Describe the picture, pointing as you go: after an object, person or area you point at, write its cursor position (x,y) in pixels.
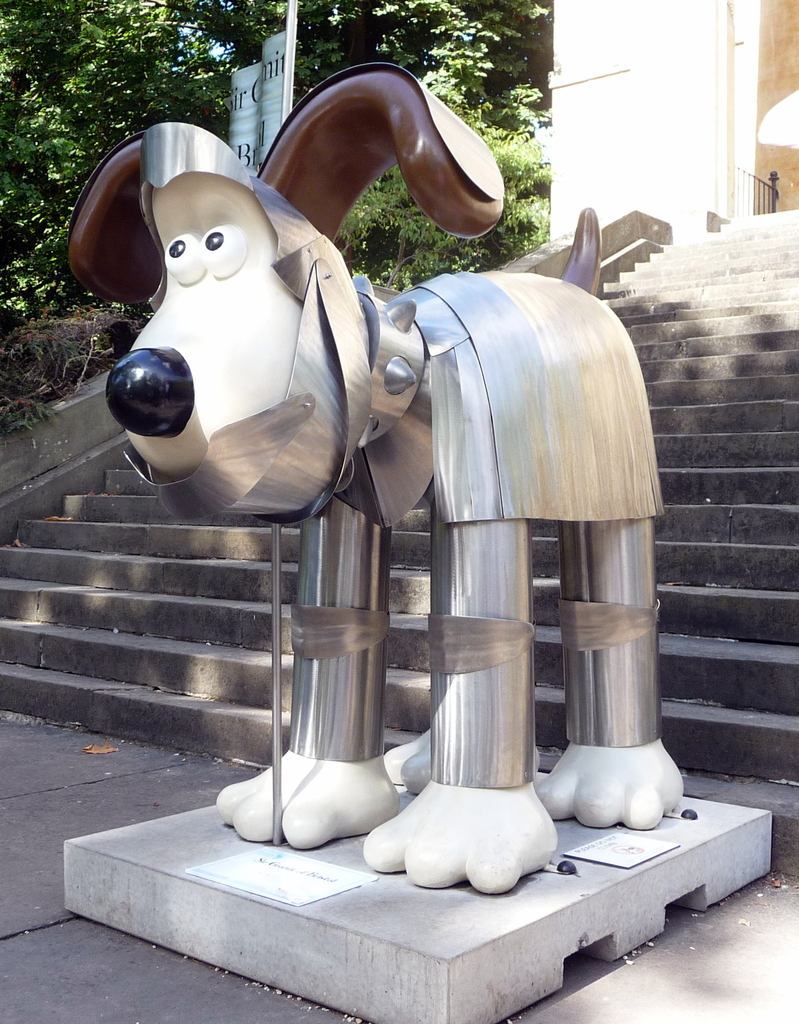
In this picture I can see a building (609,193) and few trees (536,44) in the back (347,9) and I can see a board (253,116) with some text (257,97).
